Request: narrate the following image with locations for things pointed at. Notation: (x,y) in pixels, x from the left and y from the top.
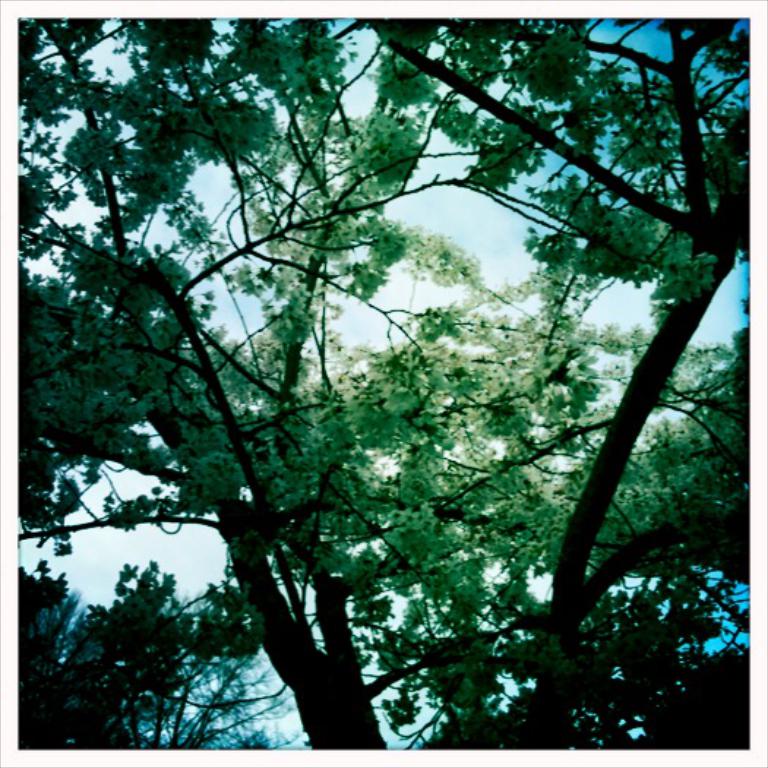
In this image, we can see trees (424,395). Background (91,487) there is a sky (734,631).
